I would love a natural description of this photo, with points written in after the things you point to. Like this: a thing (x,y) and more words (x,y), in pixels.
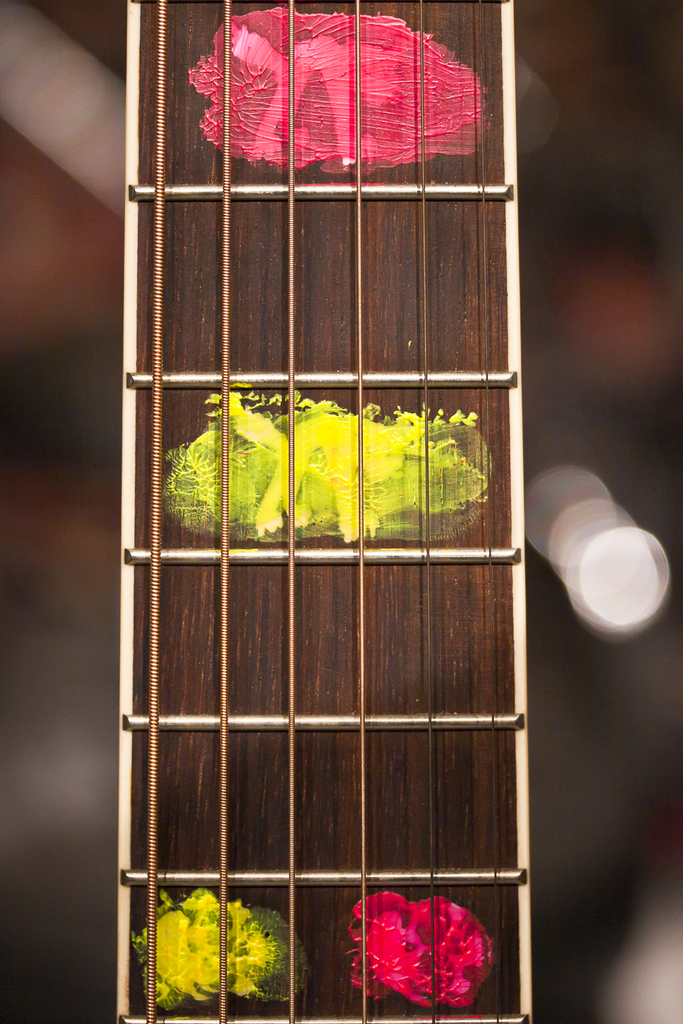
In this image there are strings (359,27) of a musical instrument (322,724), in the background (650,82) it is blurred.
